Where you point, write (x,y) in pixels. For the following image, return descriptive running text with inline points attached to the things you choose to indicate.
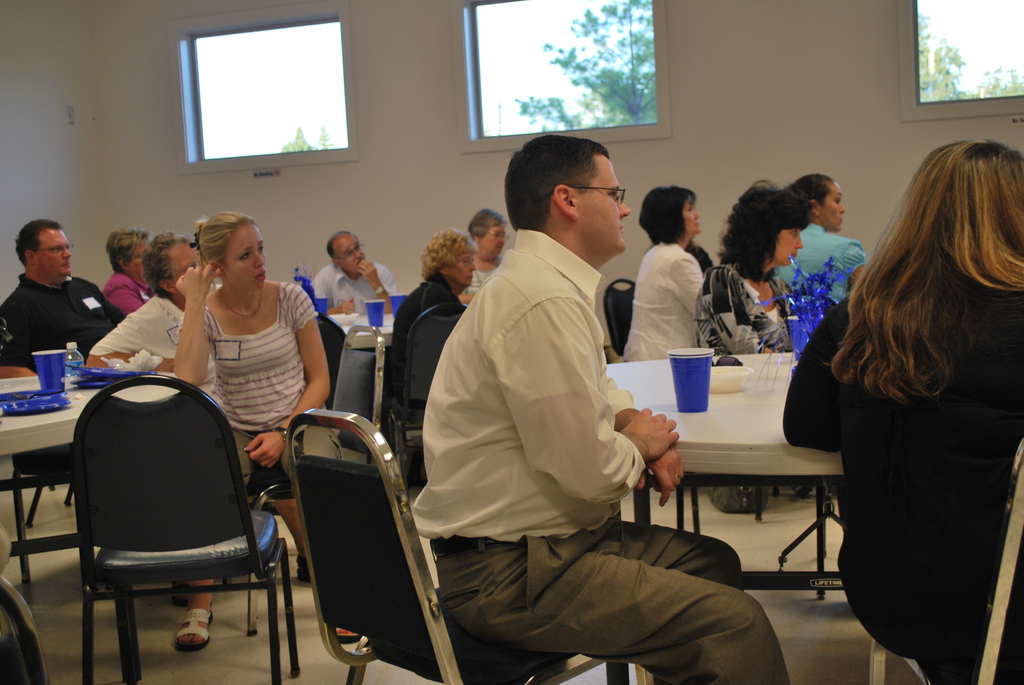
There are many people (236,278) sitting in this room (453,250). There are chairs (205,420) and tables (728,397). On the table (128,388) there are glasses (61,363), plates (114,381), and bottle (83,362). In the background (330,108) there is wall (691,73) with three windows (657,63). Through the window (613,63) we can see trees (624,62).
